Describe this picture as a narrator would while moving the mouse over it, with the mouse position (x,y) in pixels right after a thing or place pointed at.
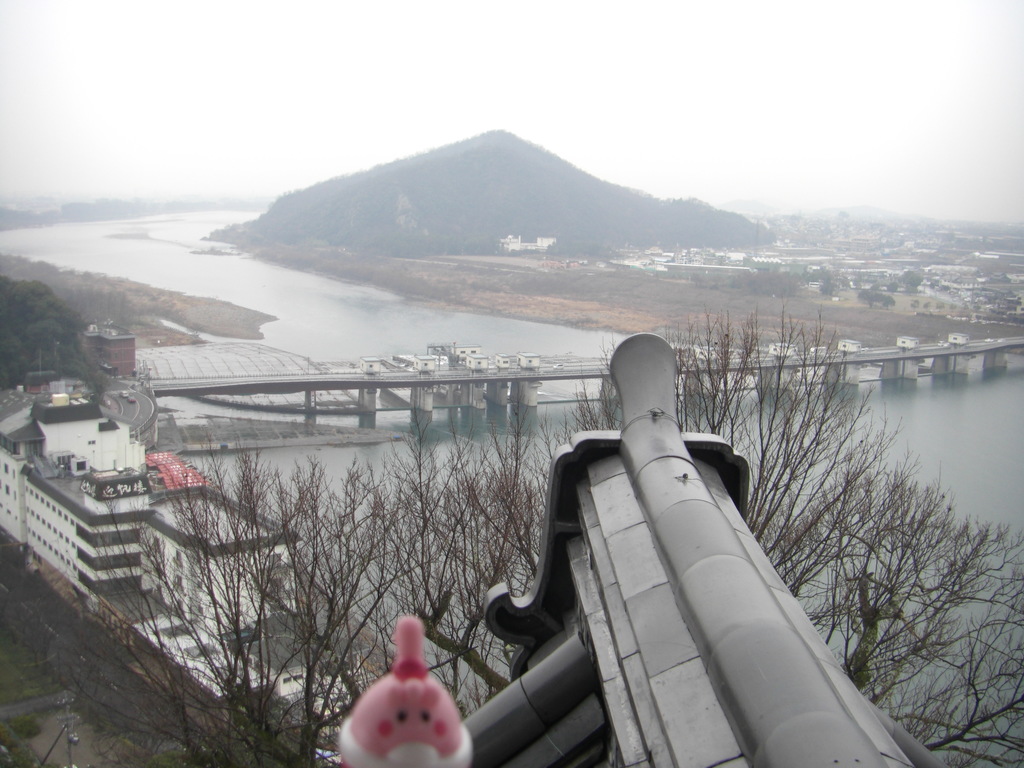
In this picture we can see few trees (532,501) and buildings (826,253), and also we can see a bridge (551,372) over the water (387,336), in the background (327,227) we can find a hill (505,149).
